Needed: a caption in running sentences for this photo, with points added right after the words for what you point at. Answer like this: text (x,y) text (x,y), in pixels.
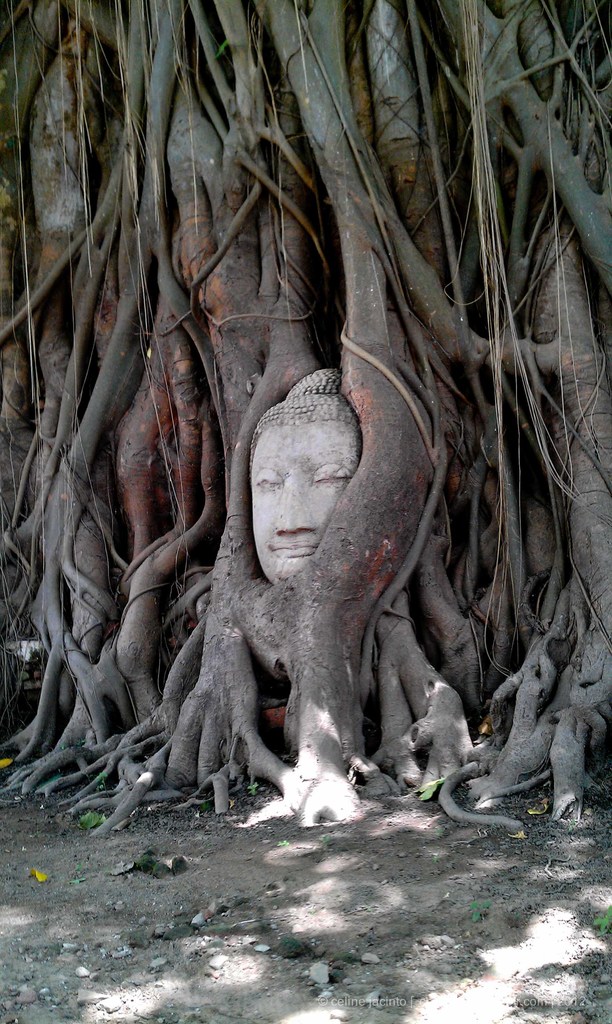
In this image there is one tree (359,736) and in the center (291,519) there is a sculpture (287,500), and at the bottom (56,851) there is walkway (538,915), sand (202,882) and some scrap (8,1004).
